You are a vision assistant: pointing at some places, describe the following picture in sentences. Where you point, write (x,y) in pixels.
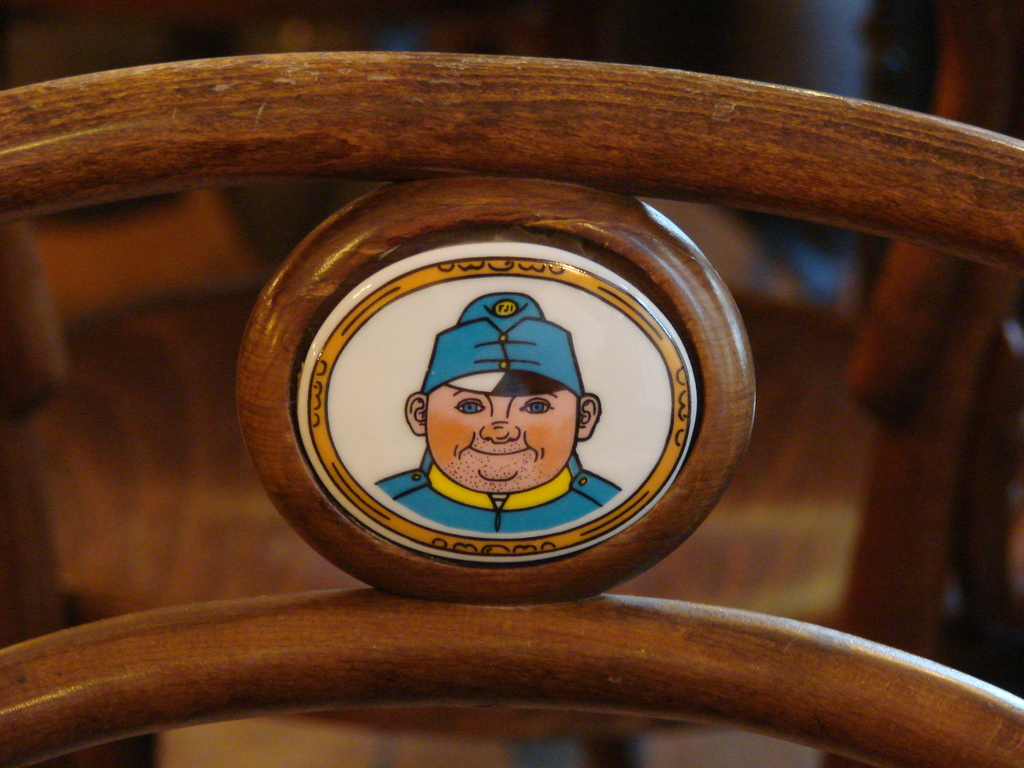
Image is on the wooden ring (509,199). Those are wooden objects (703,400). In the background of the image (991,626) it is blurry.
